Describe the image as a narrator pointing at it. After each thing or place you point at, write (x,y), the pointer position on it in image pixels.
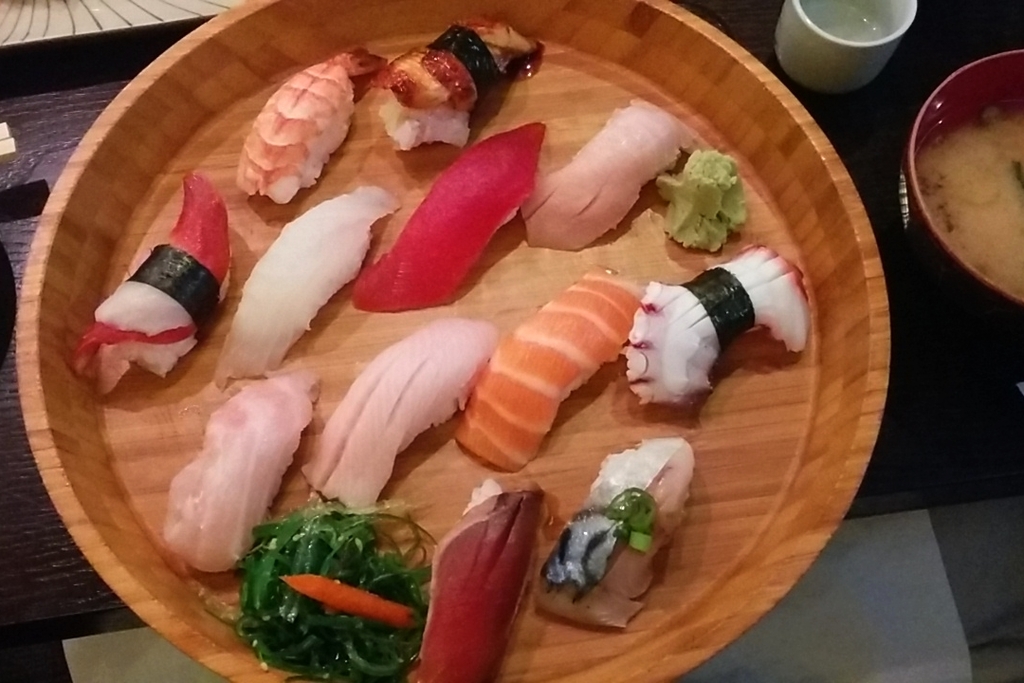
In this image, we can see some eatable things (432,363) are there on the wooden bowl (794,176). On the right side (827,55), we can see bowl (985,231) and cup (828,29). These items (768,179) are placed on the surface (976,370).
